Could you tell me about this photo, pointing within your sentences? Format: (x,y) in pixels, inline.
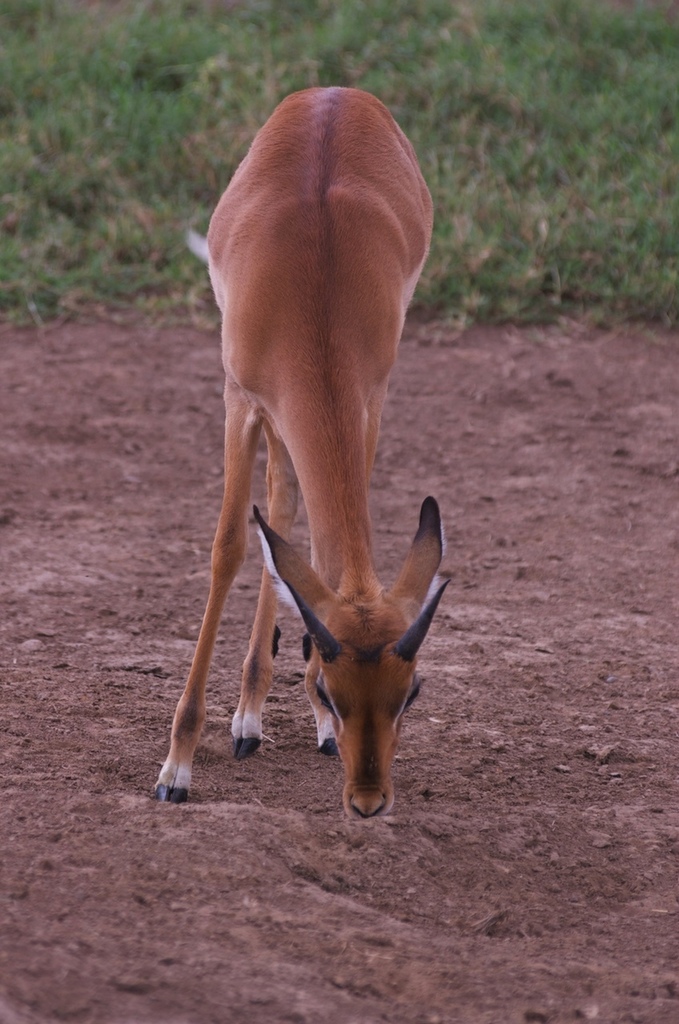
In the picture I can see antelope (278,504) on the ground (389,481), behind we can see grass (617,305).
